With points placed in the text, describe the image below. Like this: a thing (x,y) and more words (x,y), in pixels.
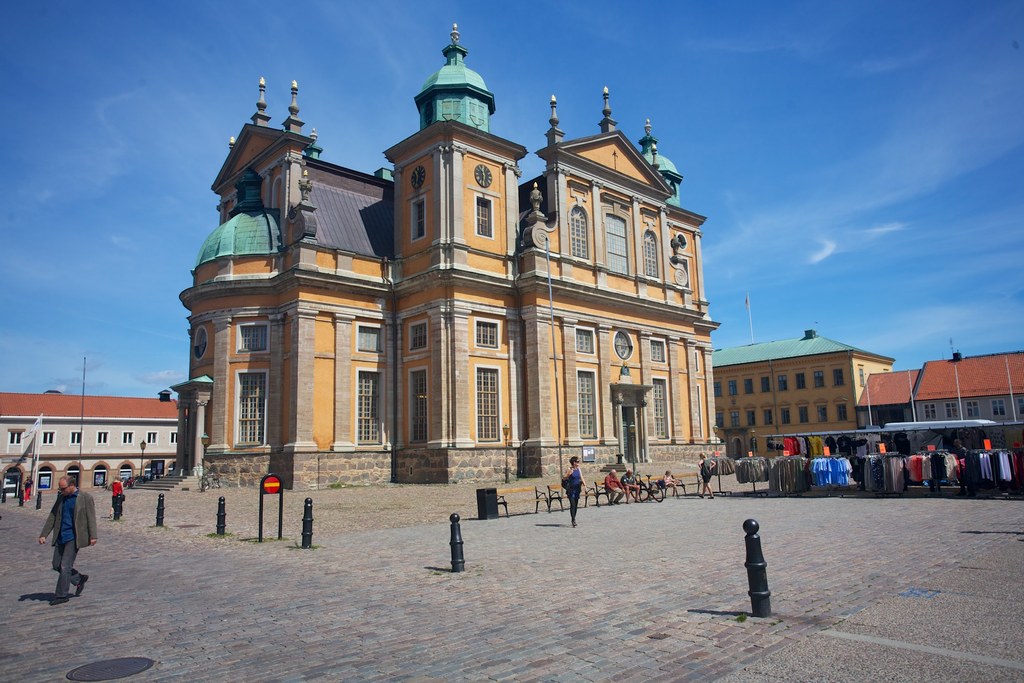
In this image there are few people (577,490) walking on the road (322,563) and there are a few people (620,489) sitting on the chairs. There are poles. On the right side of the image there are tents (937,428). There are clothes (831,475) hanged to the metal rods (882,458). On the left side of the image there is a flag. In the background of the image (86,451) there are buildings (908,393), light poles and sky (899,185).
